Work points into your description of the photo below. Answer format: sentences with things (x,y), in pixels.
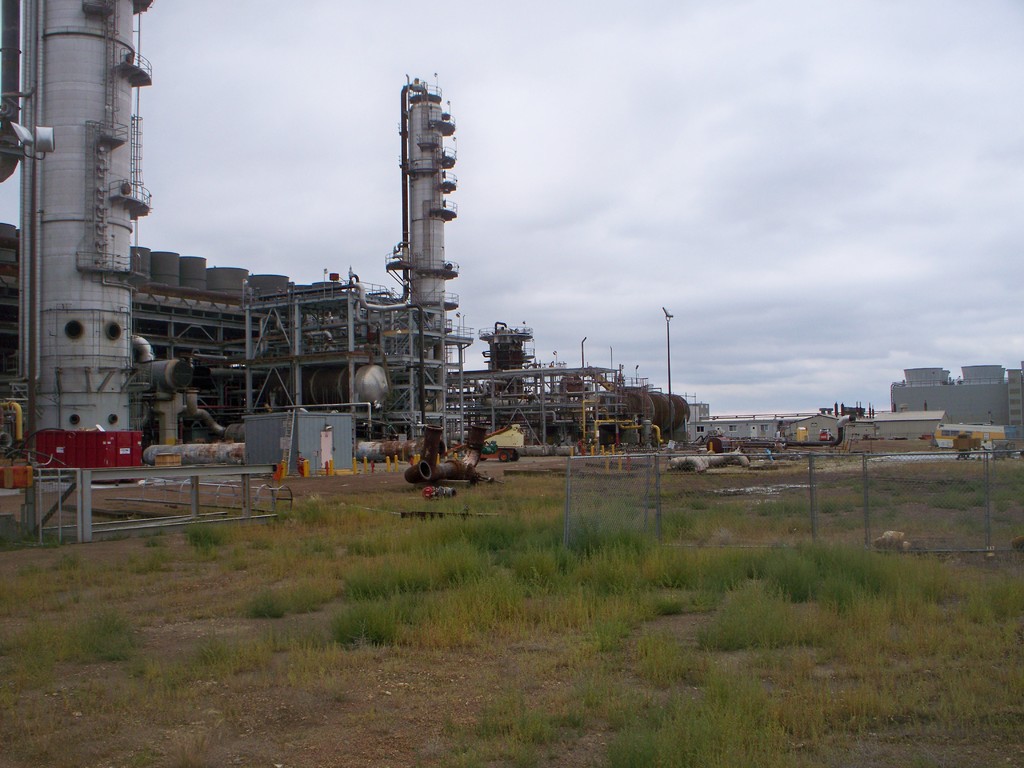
At the bottom of the image (380,619) I can see the grass (351,553). On the left side of the image (136,201) I can see the machines (412,297). There is a sky (801,298) on the top of this image (808,137).
